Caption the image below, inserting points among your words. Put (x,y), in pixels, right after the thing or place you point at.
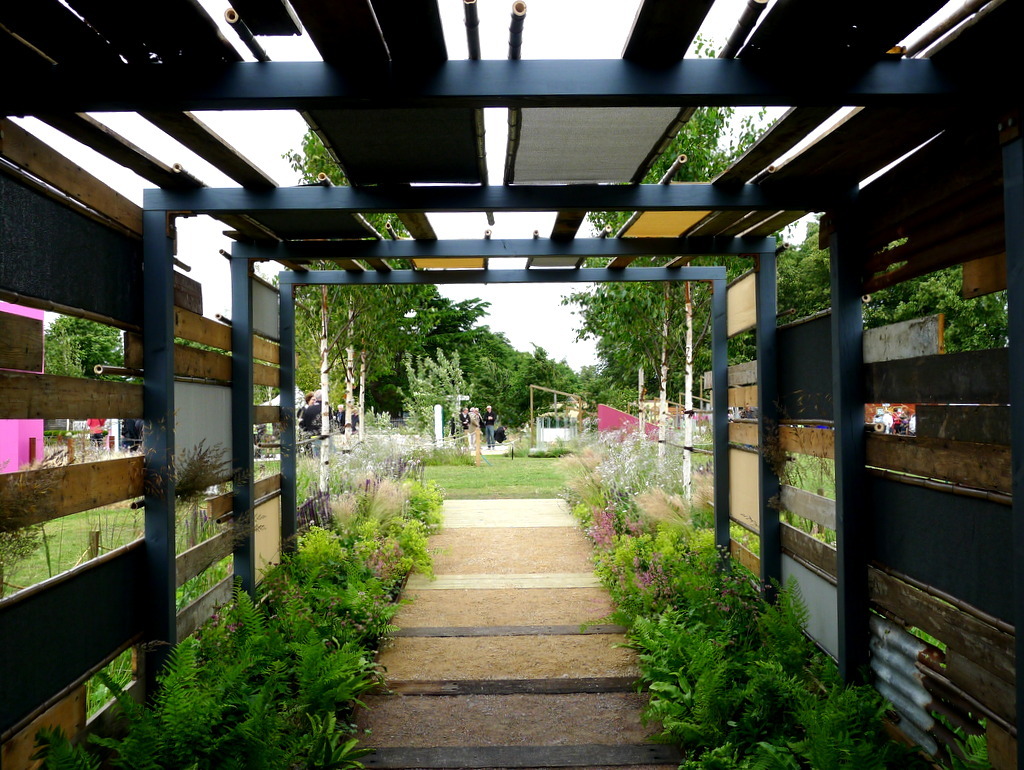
In this image I can see the path (505,619), few plants (381,519) on both sides of the path (464,608), few metal rods (722,283), few wooden logs (415,46), few trees (592,304), few persons (476,415) standing, some grass (500,464) and in the background (522,324) I can see the sky (509,316).
